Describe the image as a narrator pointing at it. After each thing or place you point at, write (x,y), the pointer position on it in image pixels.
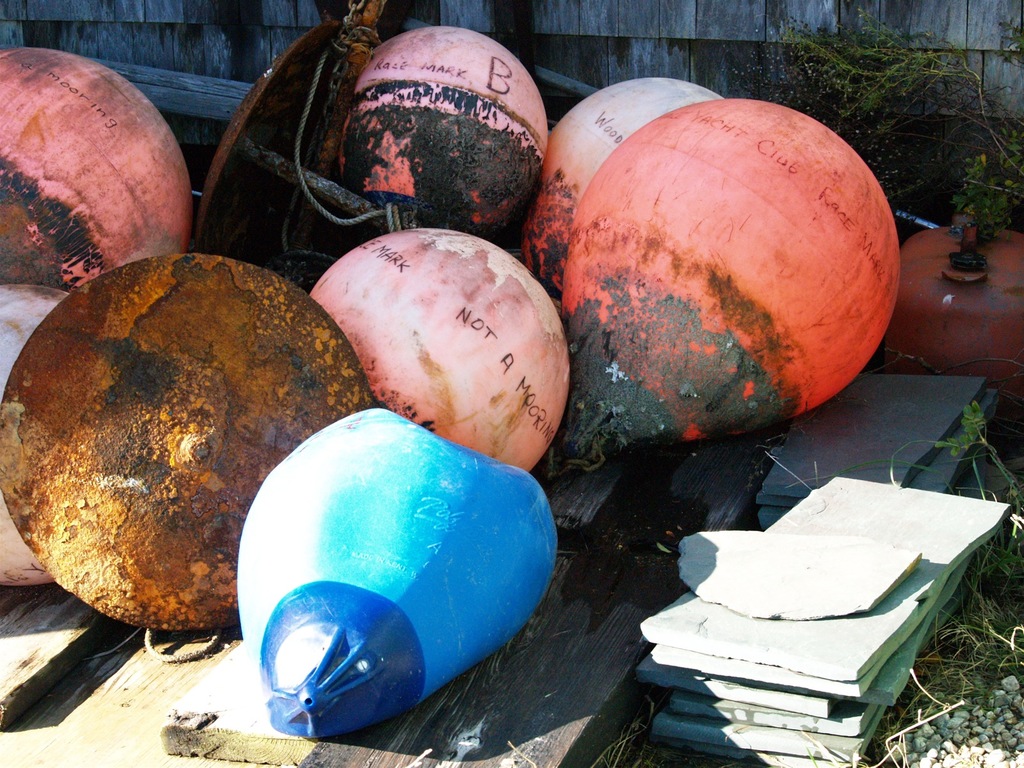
In this picture we can see objects (485,382) and in the background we can see plants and wooden objects (690,473).
